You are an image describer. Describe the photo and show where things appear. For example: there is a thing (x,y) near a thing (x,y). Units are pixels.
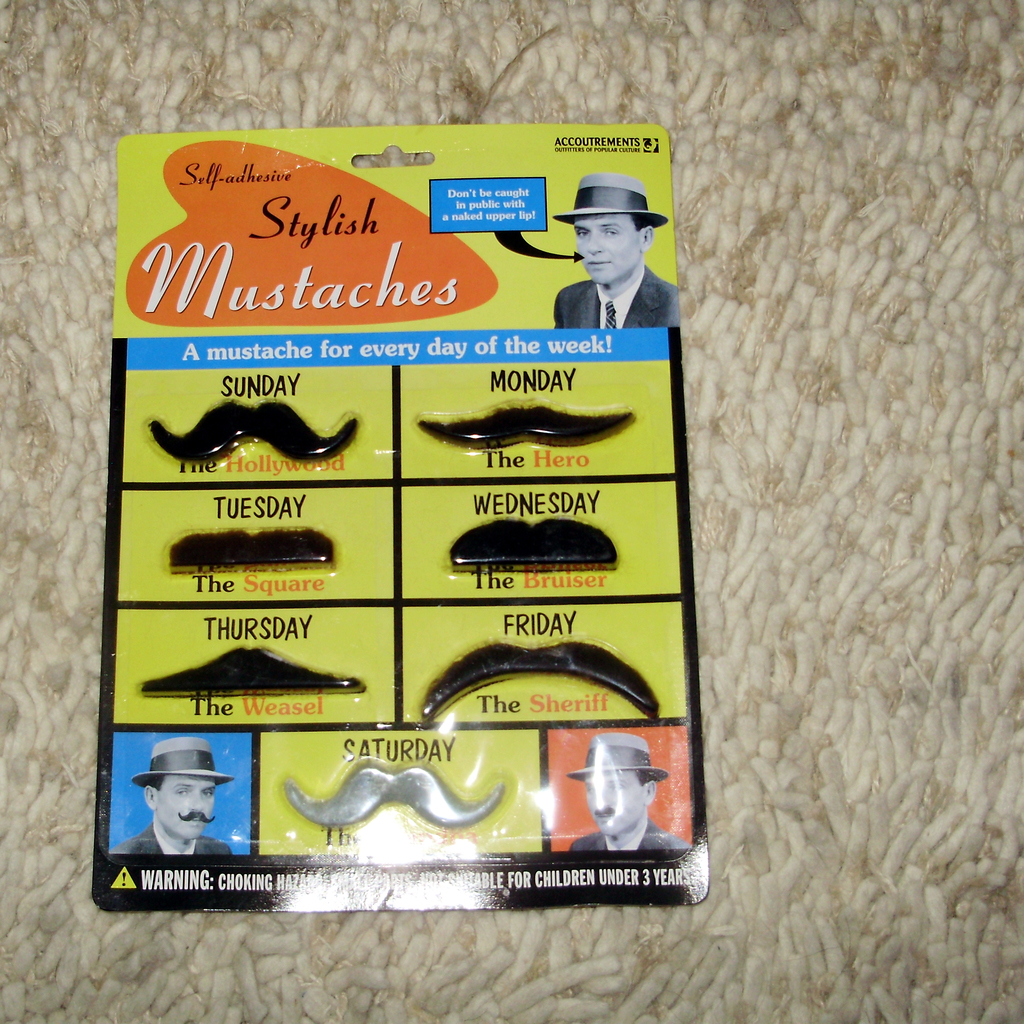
In this picture, we can see a card (328,390), inside a card (405,497), on the right side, we can see a man (676,298) wearing a hat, we can also see some mustaches (230,416) and the background (866,428) is in white color.
